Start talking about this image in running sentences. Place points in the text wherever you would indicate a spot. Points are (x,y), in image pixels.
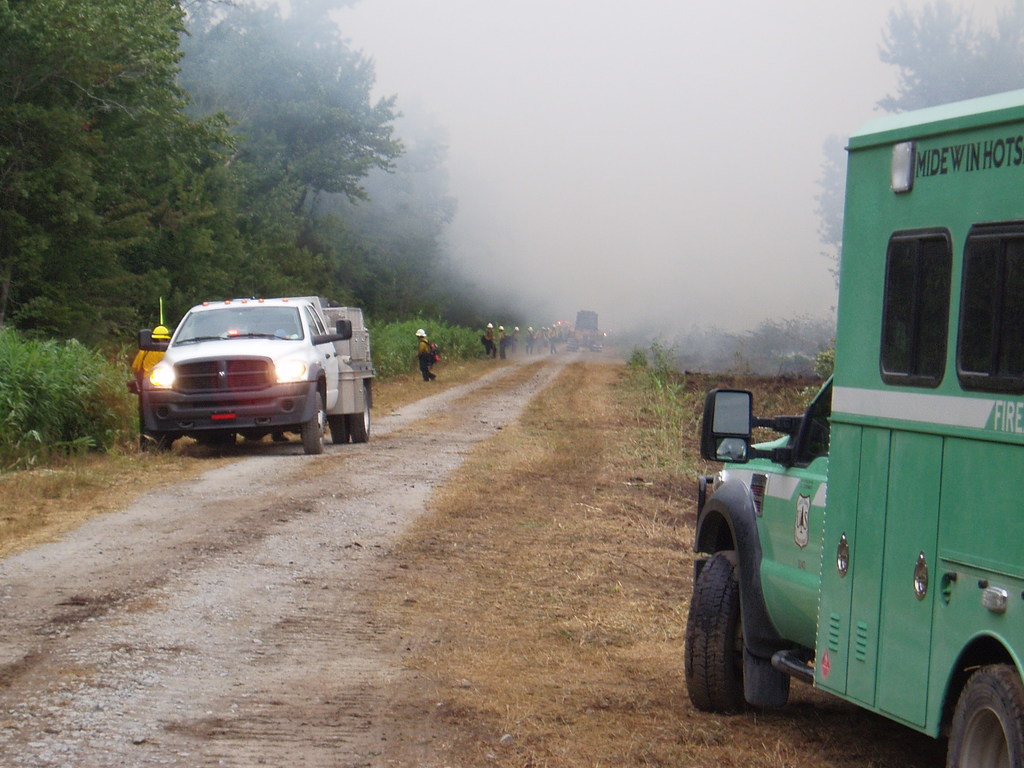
In this image we can see vehicles (344,343), people (501,345), plants (22,355) and trees (890,46).
